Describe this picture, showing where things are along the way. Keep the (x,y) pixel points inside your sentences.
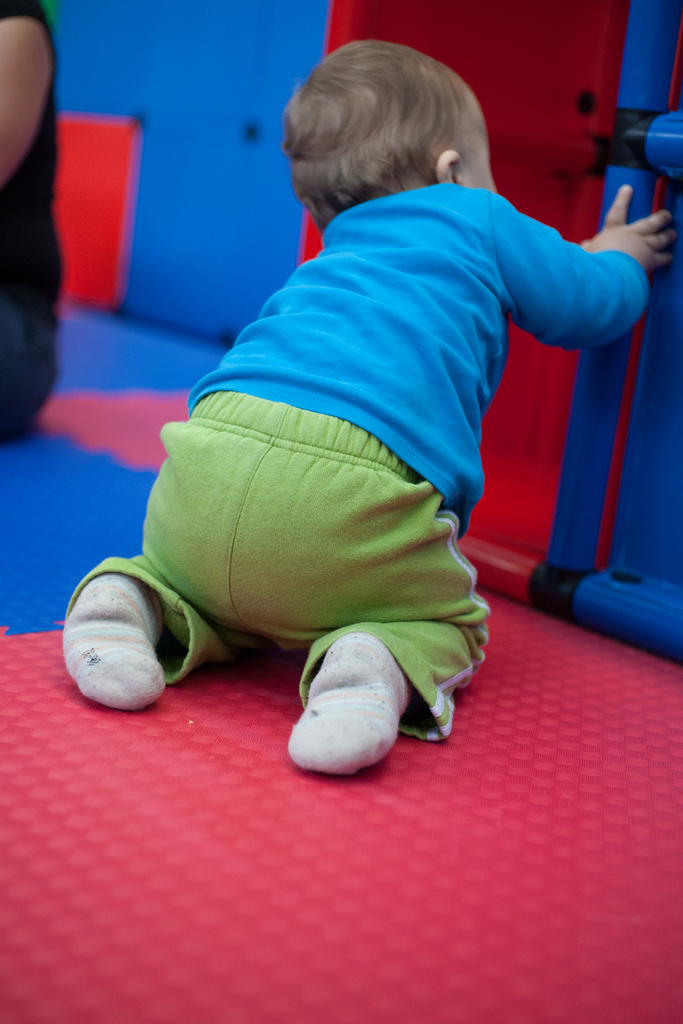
In this image, we can see a kid (352,492) sitting and holding an object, on the left side (14,121), we can see the hand (27,54) of a person (14,184).
